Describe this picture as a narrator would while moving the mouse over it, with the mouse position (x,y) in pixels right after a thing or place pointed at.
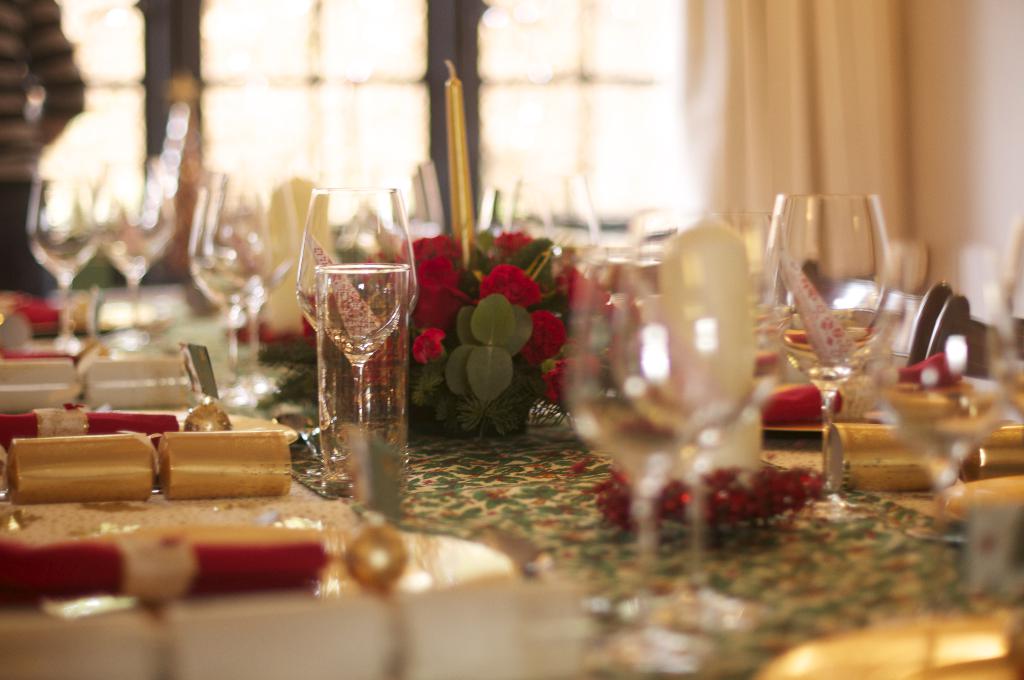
In this picture here we can see a table (786,551). On the table (519,506), we have glasses (339,398) present and also flower bouquet (467,356) is present, candle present on the table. In the background (419,53) we can see window (430,99), window curtain (857,101) and wall (998,178). Here we can see a person (3,60) standing.
